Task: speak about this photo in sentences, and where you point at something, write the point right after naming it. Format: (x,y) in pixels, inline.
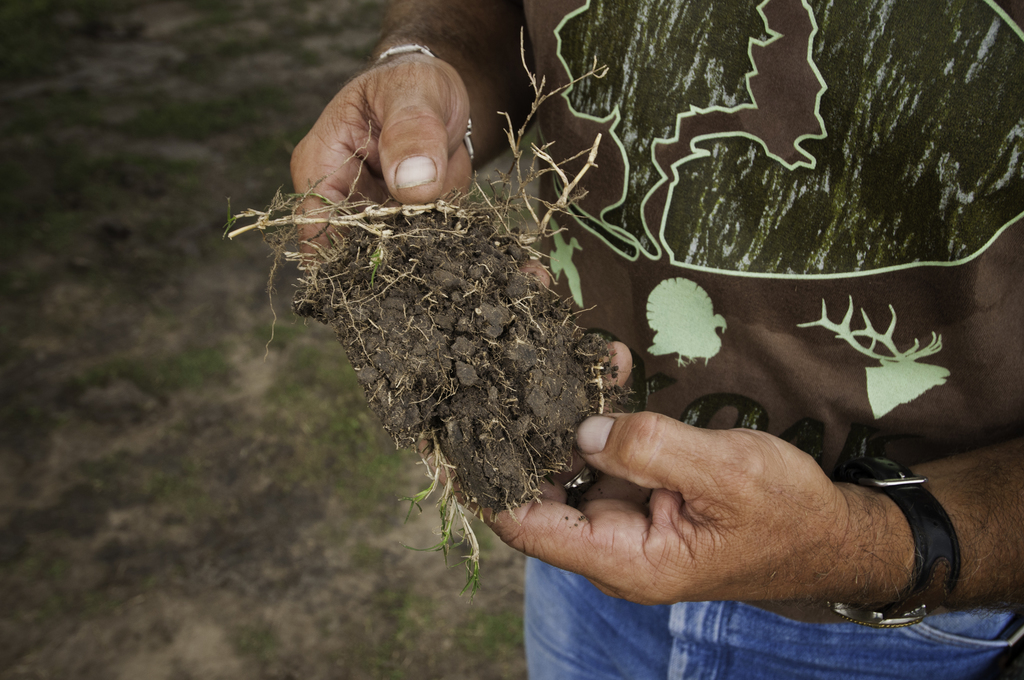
In the image we can see there is a person (618,442) who is holding the mud (442,340) and plant (333,238). The ground (195,491) is covered with grass (167,89).
